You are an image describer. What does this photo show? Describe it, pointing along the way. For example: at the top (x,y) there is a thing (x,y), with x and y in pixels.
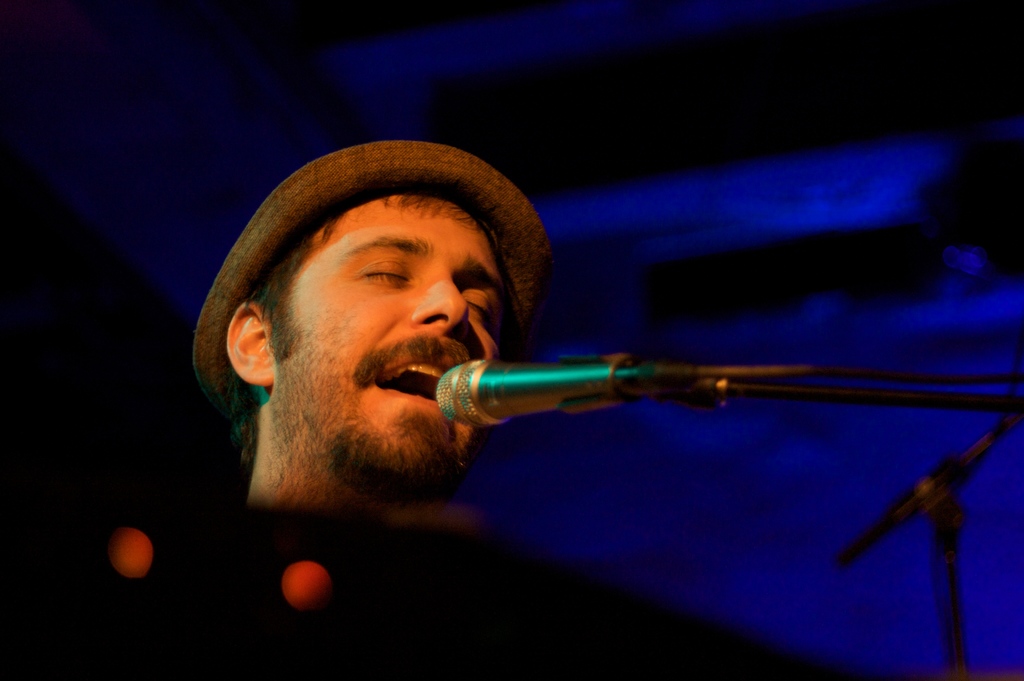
There is a person (403,186) wearing a cap (492,196) and singing in front of a mic (475,393) which is attached to the stand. And the background (861,47) is dark in color.
